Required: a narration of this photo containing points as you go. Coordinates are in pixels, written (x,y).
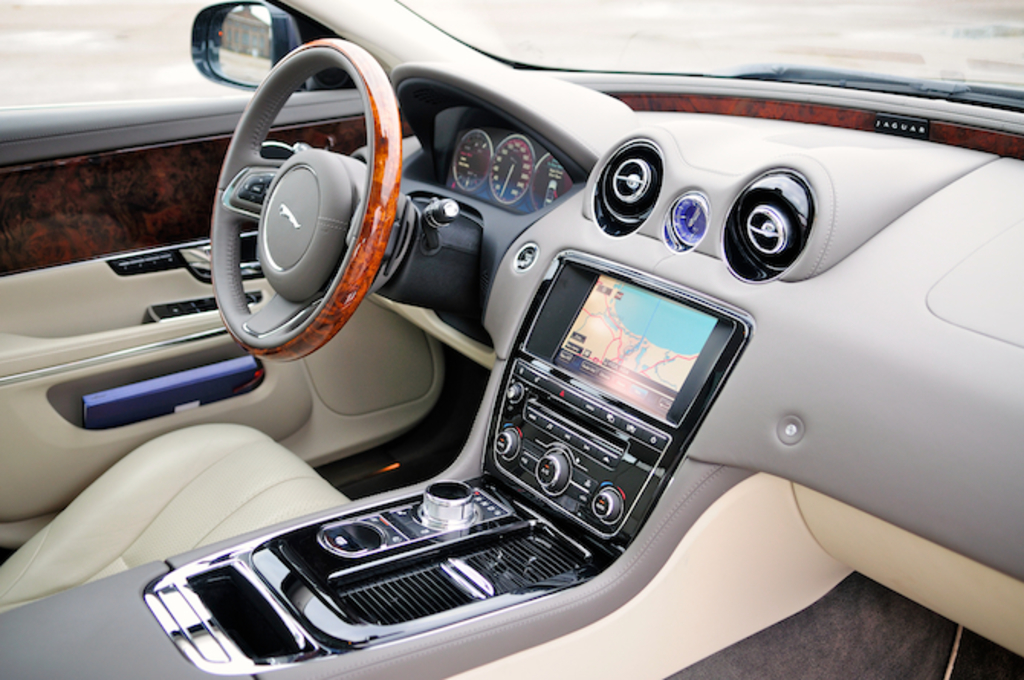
This picture might be taken in the car (562,519). In this image, on the left side (297,181), we can see a steering (297,200), glass window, mirror (266,48) and a diary (236,361). In the middle of the image (611,355), we can see an electronic instrument (714,311). In the background (880,68), we can see a glass window (957,78).
